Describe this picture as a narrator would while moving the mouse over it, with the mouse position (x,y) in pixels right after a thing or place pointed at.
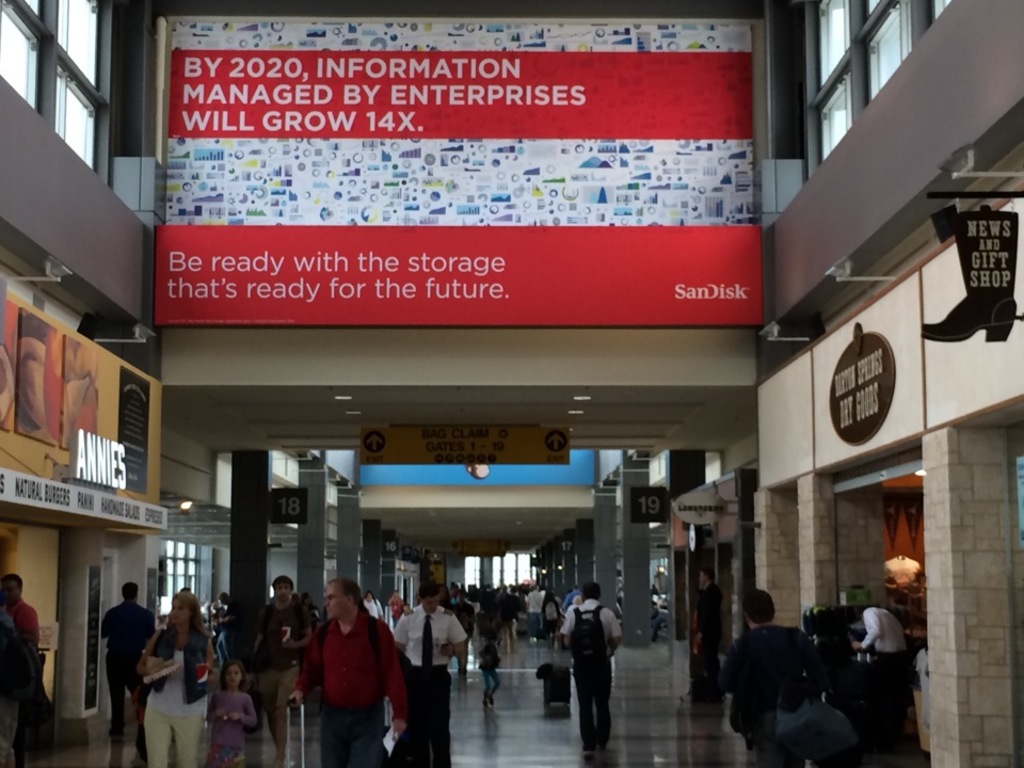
This image is taken inside a building (438,571). There are many people (291,618) walking at the bottom of the image (592,590). There are advertisement board (439,34) at the top of the image (640,60). There are pillars (953,549) to the right side of the image (737,522). There is a store (71,497) to the left side of the image (55,488).
